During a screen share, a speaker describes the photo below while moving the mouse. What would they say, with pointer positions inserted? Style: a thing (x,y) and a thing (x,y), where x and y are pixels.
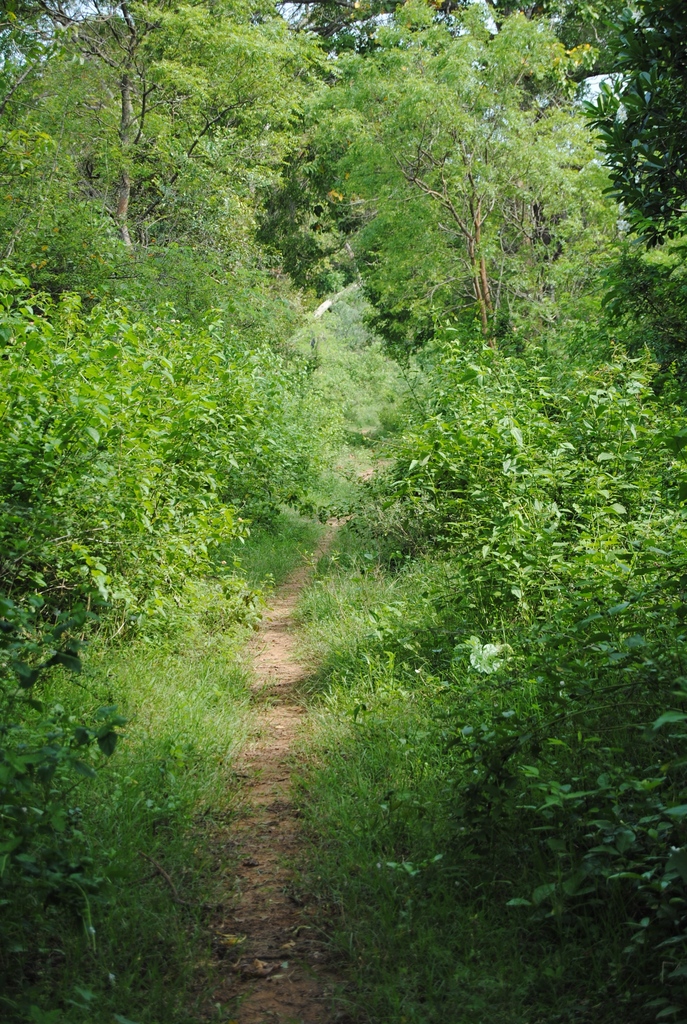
In this picture we can see some plants (94,547) and trees (399,214), there is the sky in the background (303,10).
